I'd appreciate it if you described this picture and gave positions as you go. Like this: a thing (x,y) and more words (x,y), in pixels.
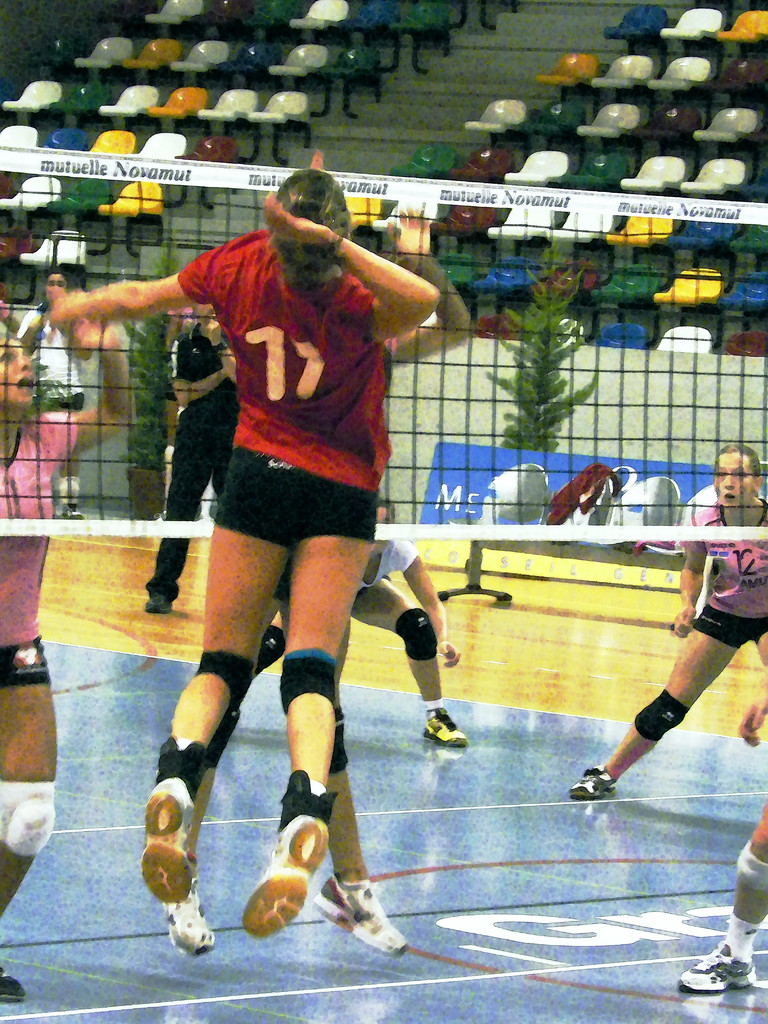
In this picture we can see people (353,830) on the ground (575,896), here we can see a net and in the background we can see plants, chairs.
